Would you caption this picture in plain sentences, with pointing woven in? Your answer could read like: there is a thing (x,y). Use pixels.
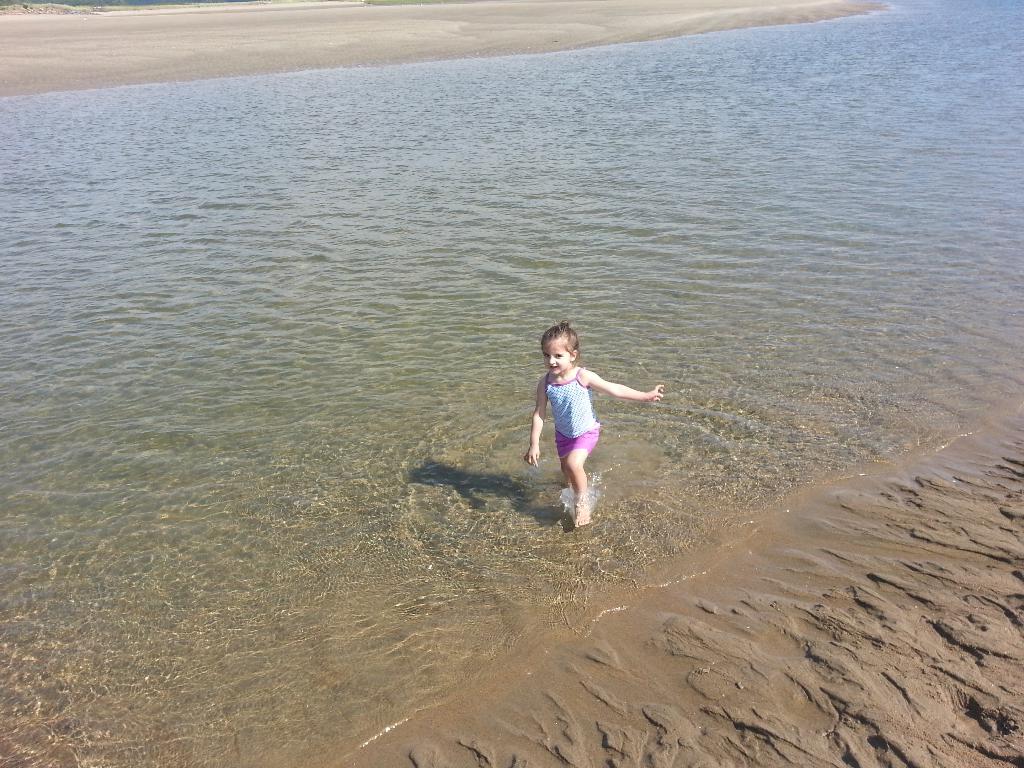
In this image I can see the water (545,533), a child (555,379) standing in the water (512,364) and the sand (898,676). In the background (418,16) I can see the ground (302,3).
